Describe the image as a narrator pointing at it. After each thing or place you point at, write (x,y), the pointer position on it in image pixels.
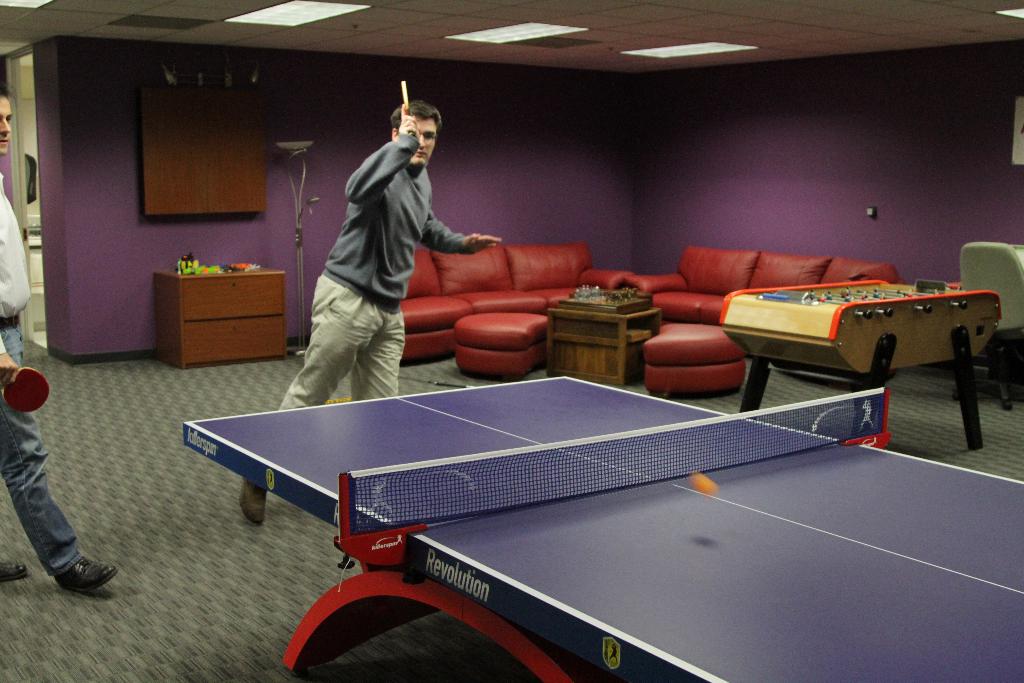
This is a room (789,13) in which indoor games are played here. Here these 2 people (376,315) are playing table tennis. Behind him there are sofas (533,333), table (593,326) and a gaming board (877,316) and a cupboard (230,316).
